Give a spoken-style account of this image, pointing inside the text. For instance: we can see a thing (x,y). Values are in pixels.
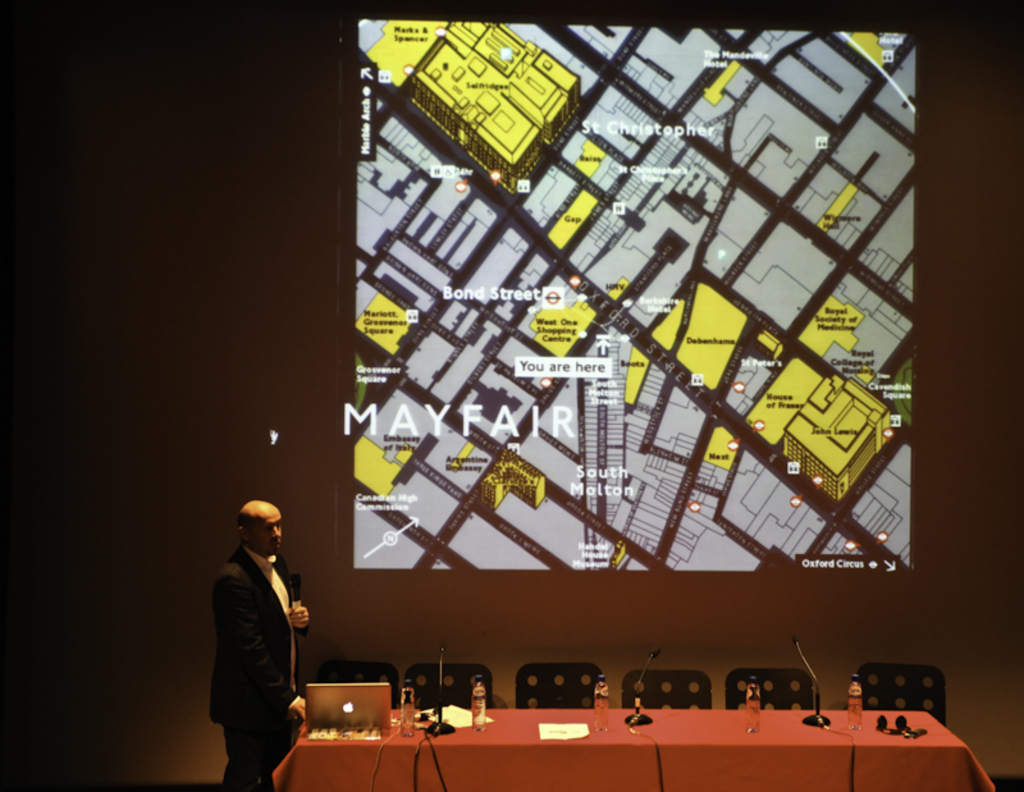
In this image I can see a man (243,602) holding a mic (295,611). On the table (716,719) there is a laptop (342,699), water bottle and a paper (585,728). There is a chair (558,672).
